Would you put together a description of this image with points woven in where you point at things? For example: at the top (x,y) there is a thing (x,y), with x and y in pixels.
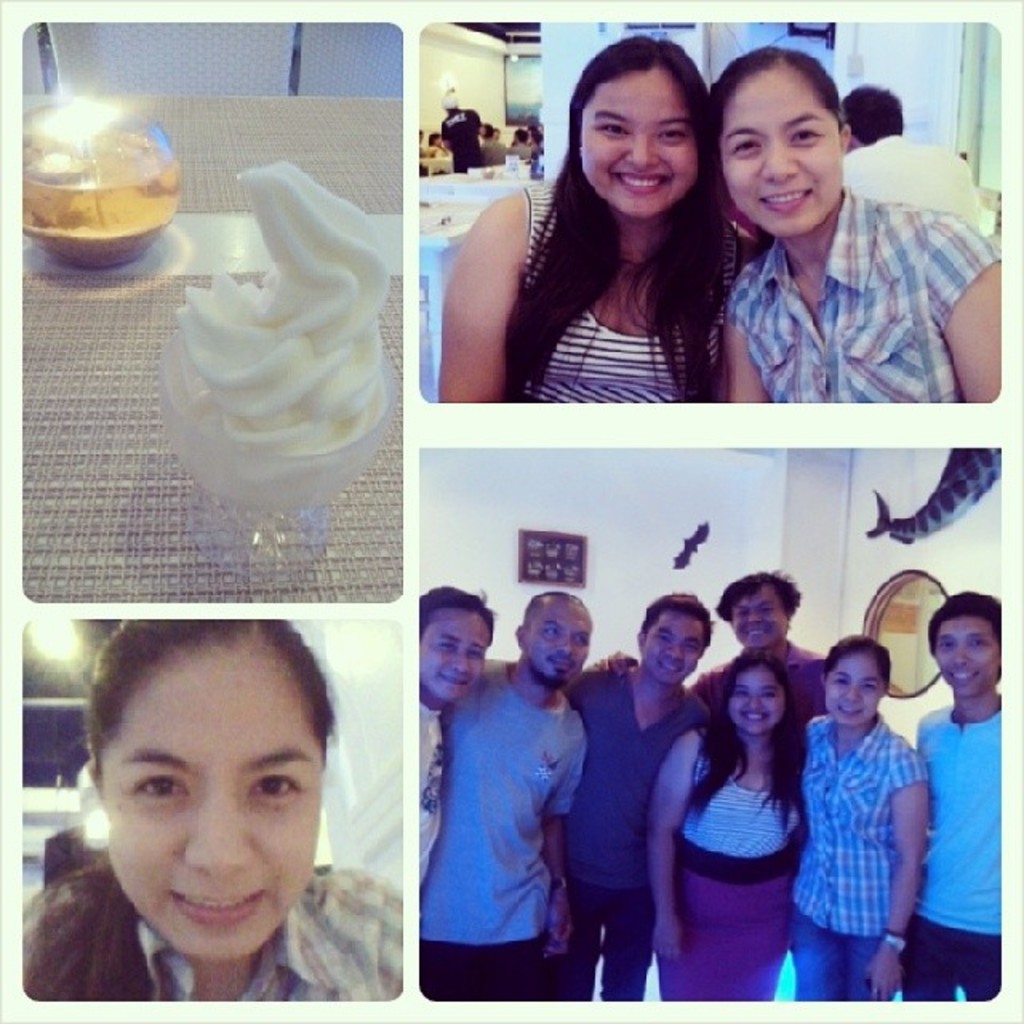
This is a collage image and here we can see an ice cream (235,298) and an object (144,211) are placed on the table (179,232). On the top right (824,232), we can see ladies (751,243) smiling and in the background (730,44), there are some people (487,159) sitting on chairs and there is a wall (957,77). On the bottom right (831,804), we can see many people (678,782) standing and smiling and in the background (815,535), there is a mirror (912,593) placed on the wall (940,549) and some fish posters (935,518) are placed on the wall (730,548). On the bottom left (199,892), we can see a lady (221,843) smiling and in the background (57,657), there is a light (62,643).
